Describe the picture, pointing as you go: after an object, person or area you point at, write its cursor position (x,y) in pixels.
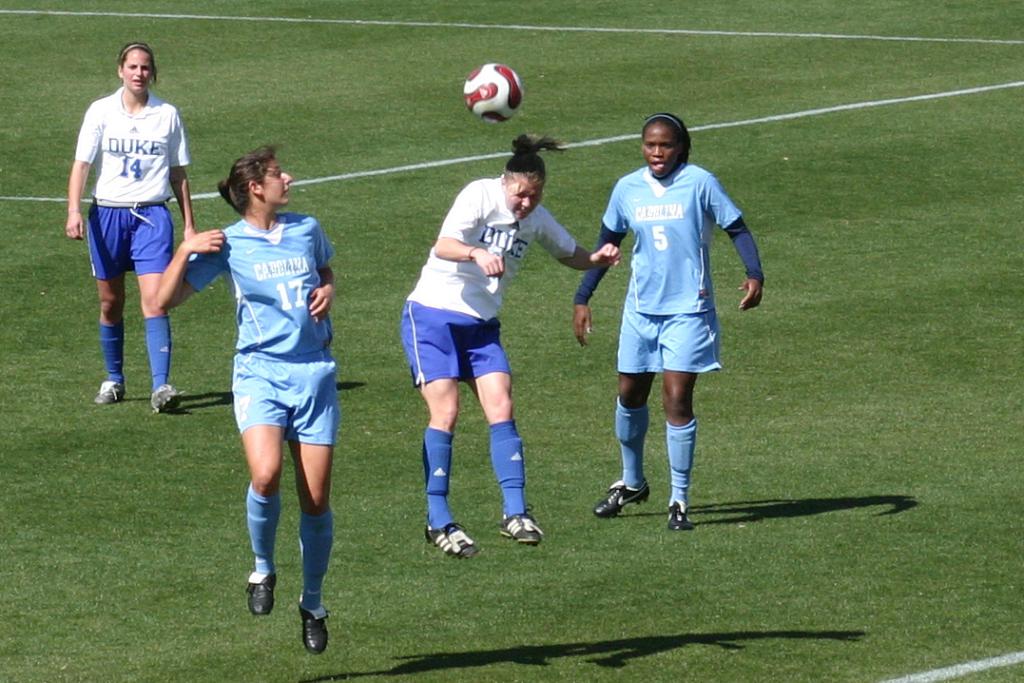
In this image I can see few people (320,251) are wearing blue and white color dresses (470,283). I can see a ball (505,88) and they are in the ground (838,431).
